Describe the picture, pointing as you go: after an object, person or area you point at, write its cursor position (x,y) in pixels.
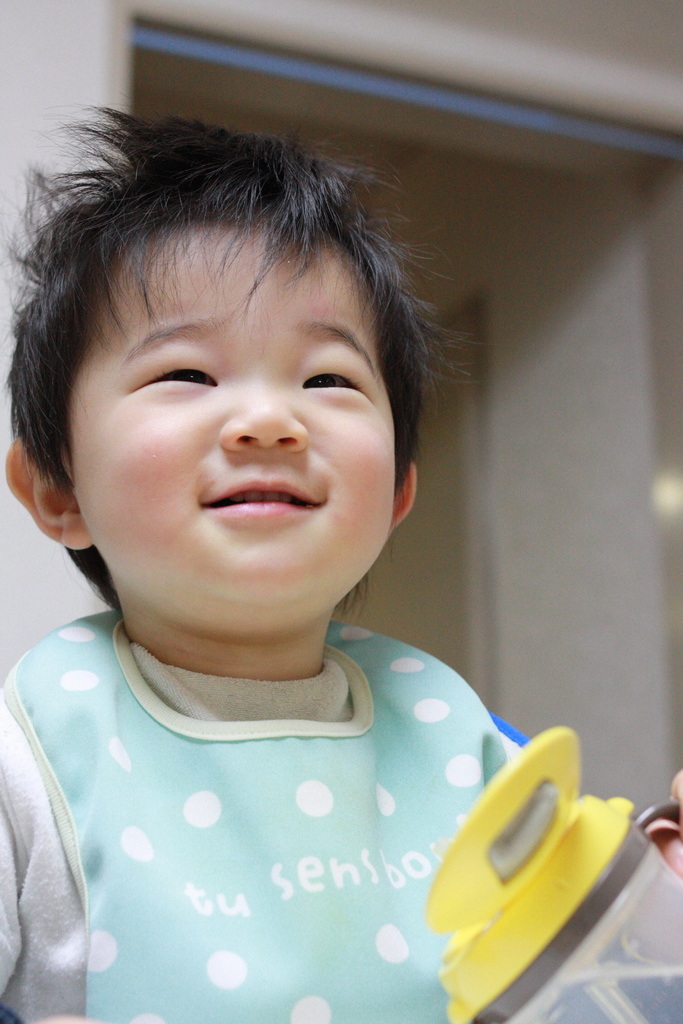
In this picture we can see a boy (386,879) and a bottle (461,877). Behind the boy (209,833) there is a wall (399,204).
